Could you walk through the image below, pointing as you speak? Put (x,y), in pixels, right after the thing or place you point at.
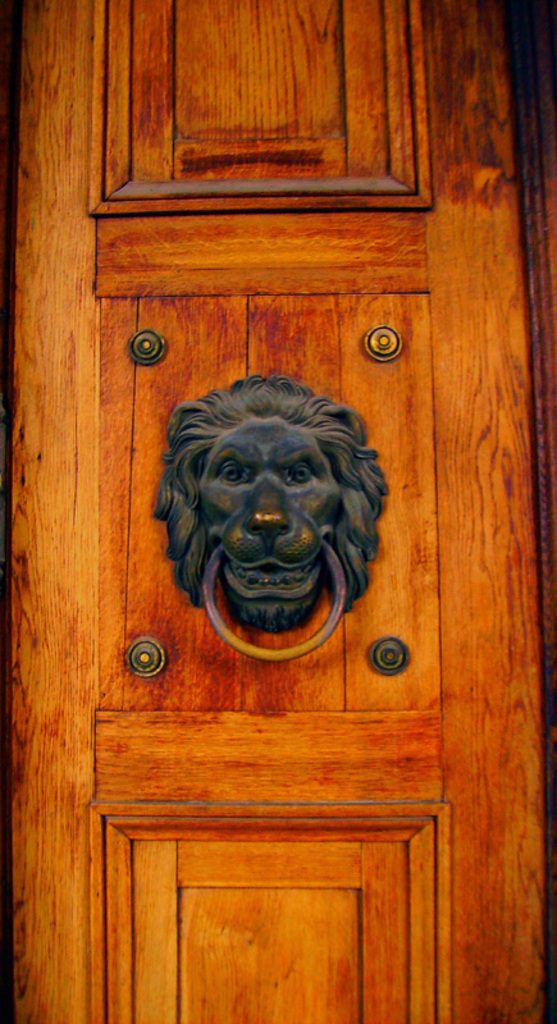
In this picture I can see a lion head door knocker (235,459) attached to the door (191,371).
